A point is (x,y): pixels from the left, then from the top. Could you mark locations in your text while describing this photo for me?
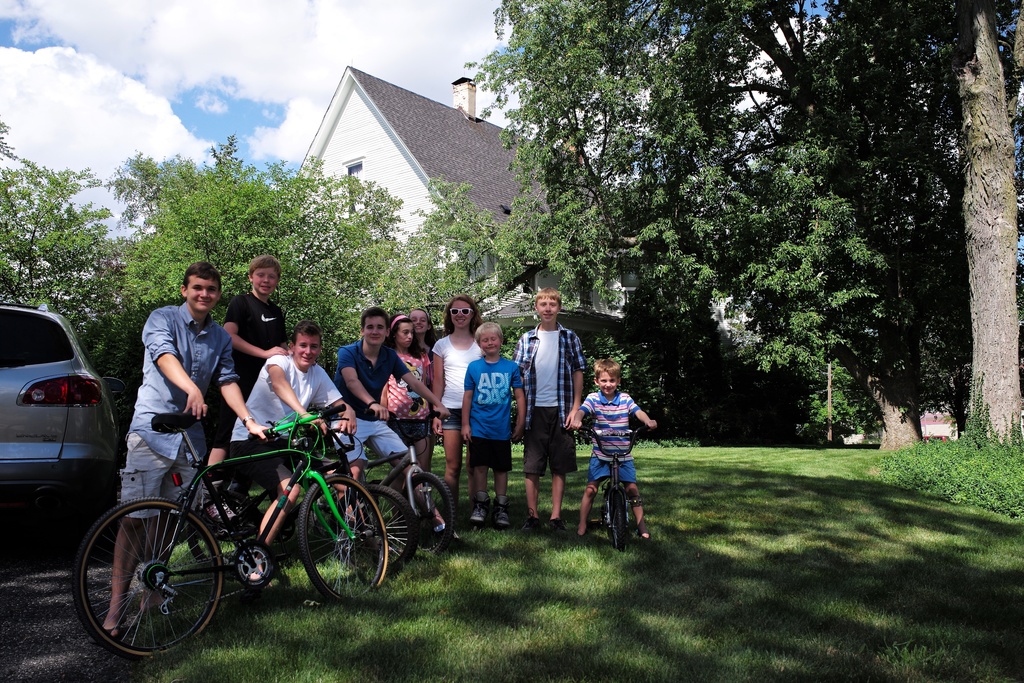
This picture might be taken outside of the city and it is sunny. In this image, in the middle (356,355), we can see group of people (351,421) standing and few people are holding a bicycle (424,475). On the right side (1018,344), we can see some trees (1013,374) and plants (986,444). On the left side (40,311), we can also see a car (97,384) which is placed on the road (15,652). In the background (91,251), we can see some trees (358,265), house (455,172). On the top (212,39), we can see a sky (191,48), at the bottom (951,523) there are some plants (973,474) and a grass (729,631).
